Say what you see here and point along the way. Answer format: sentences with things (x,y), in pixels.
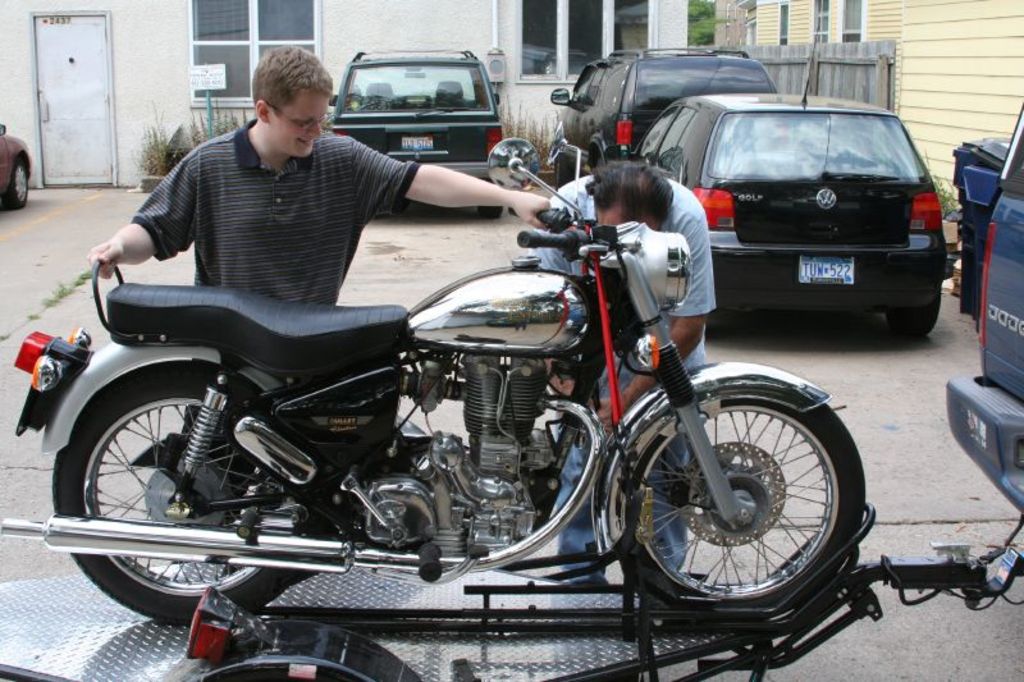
Here we can see two persons (301,242) are standing besides a bike (390,543). There are cars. In the background (271,8) we can see buildings (441,8), windows (307,28), door (60,52), and plants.
